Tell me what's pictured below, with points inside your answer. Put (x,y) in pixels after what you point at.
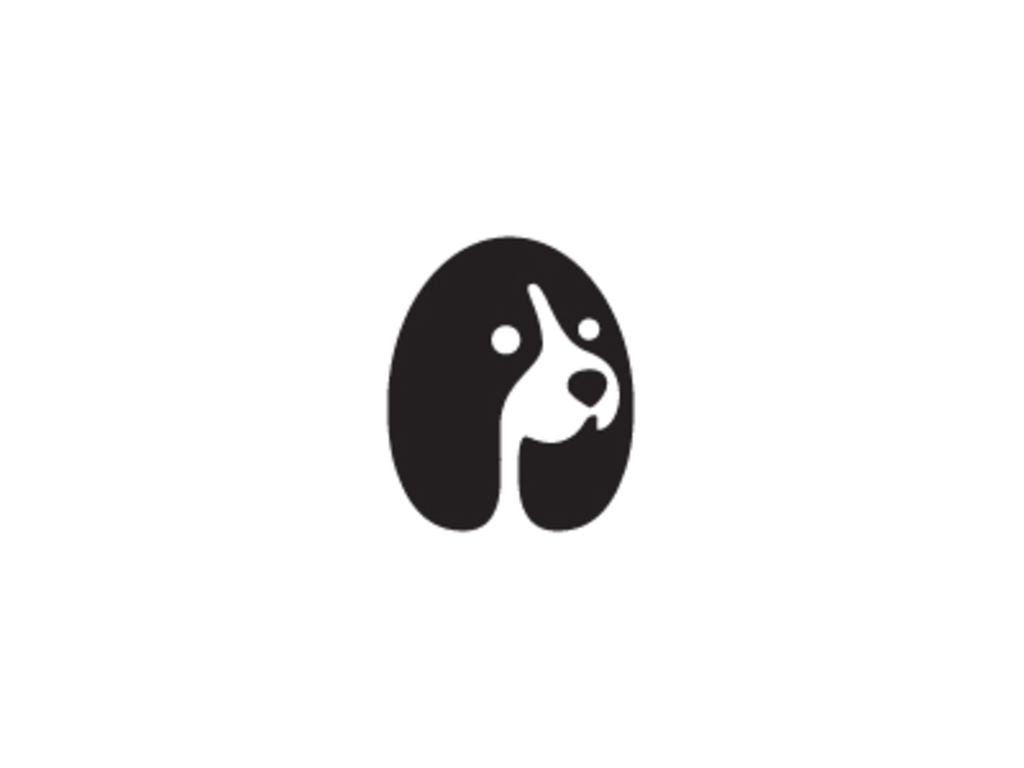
In this image we can see a logo of dog (614,451). Background (702,417) it is white color.
